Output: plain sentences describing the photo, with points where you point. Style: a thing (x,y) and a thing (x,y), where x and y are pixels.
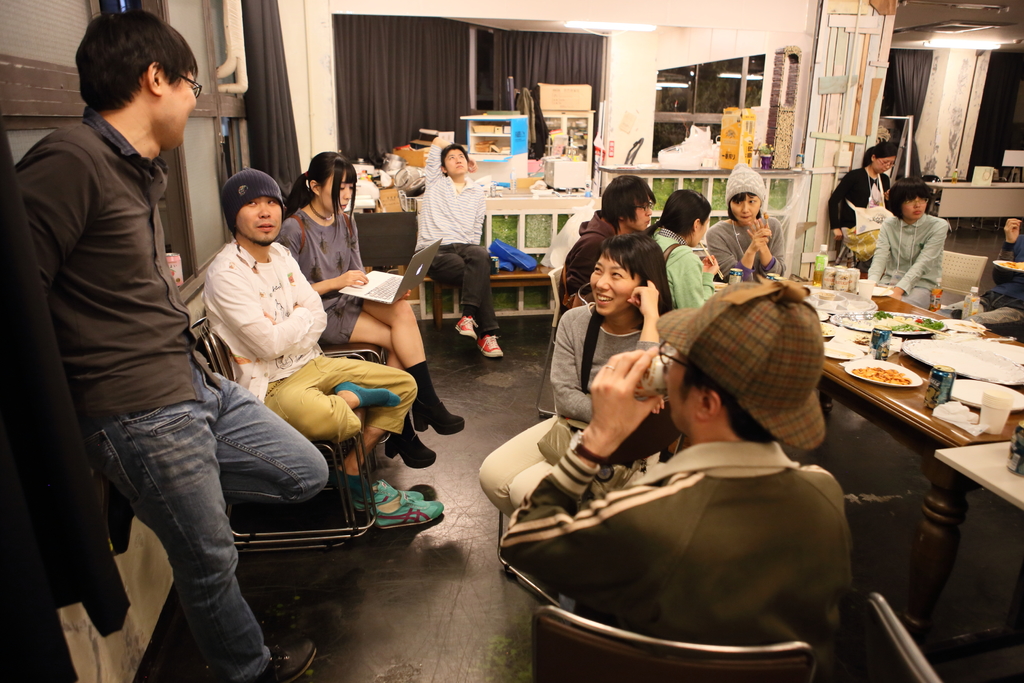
In this image there are people (703,415) sitting on the chairs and there is also a man (455,213) sitting on the bench (519,277) and one man (239,665) on the left (249,653) is standing. Image also consists of food items (919,331), coke tins (931,386), bottles (933,308), tissue papers (966,411), glasses (1001,415) and plates (985,357) on the wooden table (906,396). In the background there are curtains (426,74) for the windows (484,76). Light (636,27) is also visible in this image. At the bottom (428,650) there is floor (455,668).
